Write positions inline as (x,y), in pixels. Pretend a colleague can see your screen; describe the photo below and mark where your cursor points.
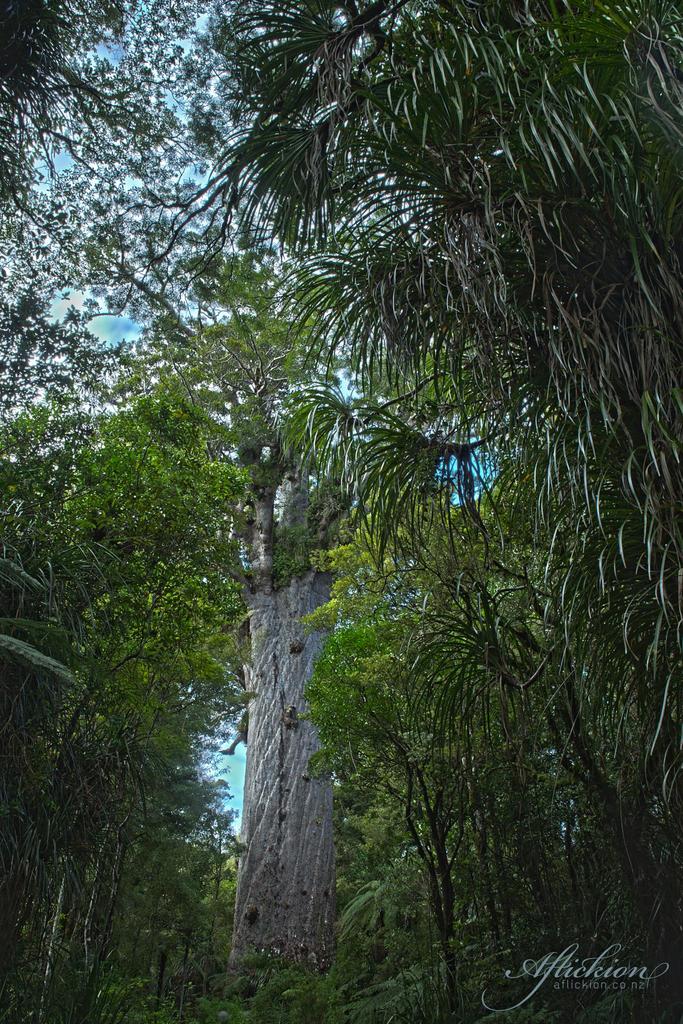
In this picture we can see the sky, trees (153,344). In the bottom right corner of the picture (607,973) we can see watermark (603,982).
